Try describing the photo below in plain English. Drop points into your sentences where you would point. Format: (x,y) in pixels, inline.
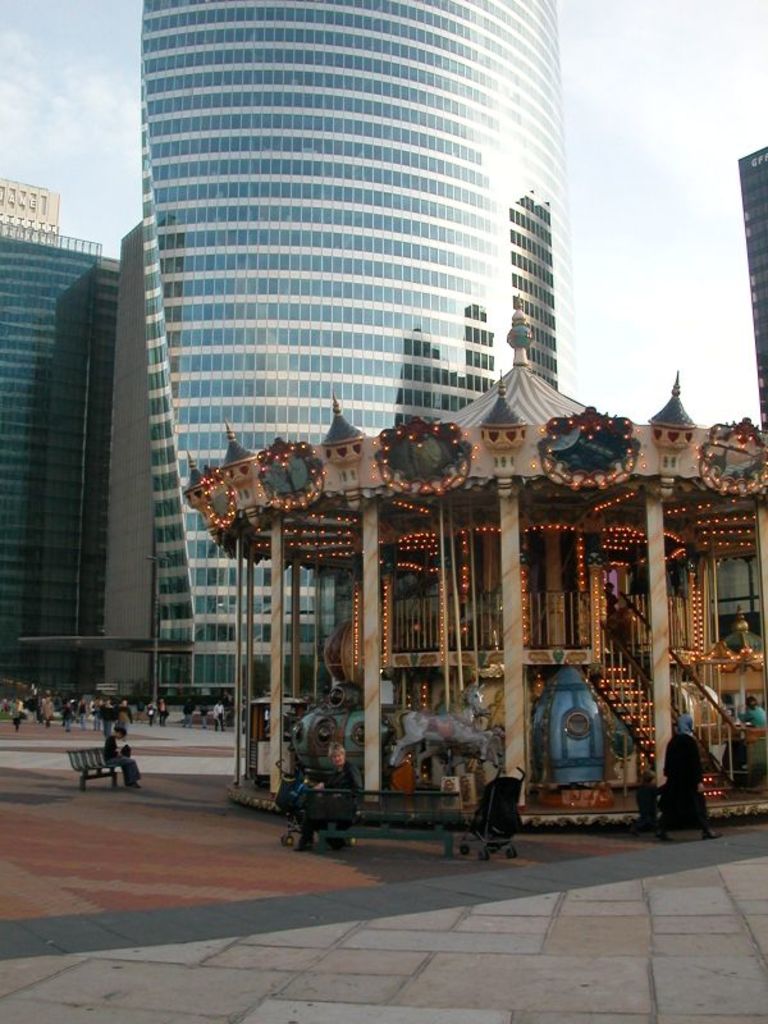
In this picture I can see buildings (356,260) and looks like a game zone (528,717) on the right side of the picture (631,529) and I can see few people (105,724) walking and couple of them (343,814) seated on the benches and I can see cloudy sky (590,194).
